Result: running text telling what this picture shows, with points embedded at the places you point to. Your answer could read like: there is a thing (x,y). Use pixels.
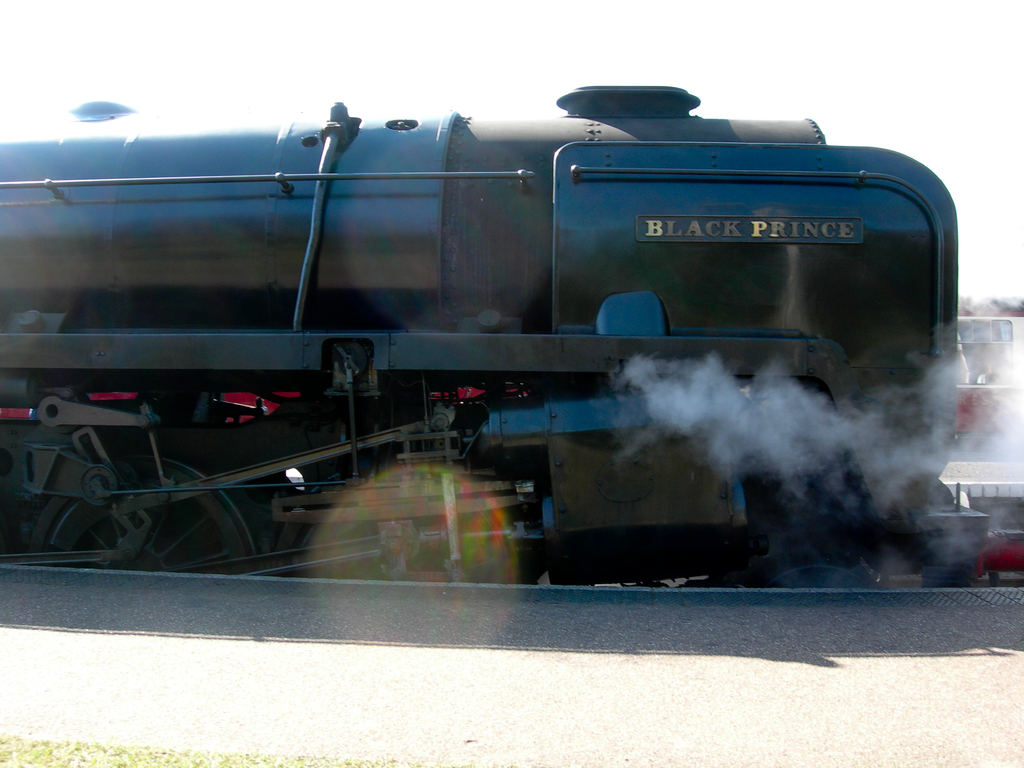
In this image I can see the platform (460,686) and the train (491,356) which is black in color on the track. I can see some smoke (813,440) and in the background (966,420) I can see another train (966,420) and the sky (803,69).
